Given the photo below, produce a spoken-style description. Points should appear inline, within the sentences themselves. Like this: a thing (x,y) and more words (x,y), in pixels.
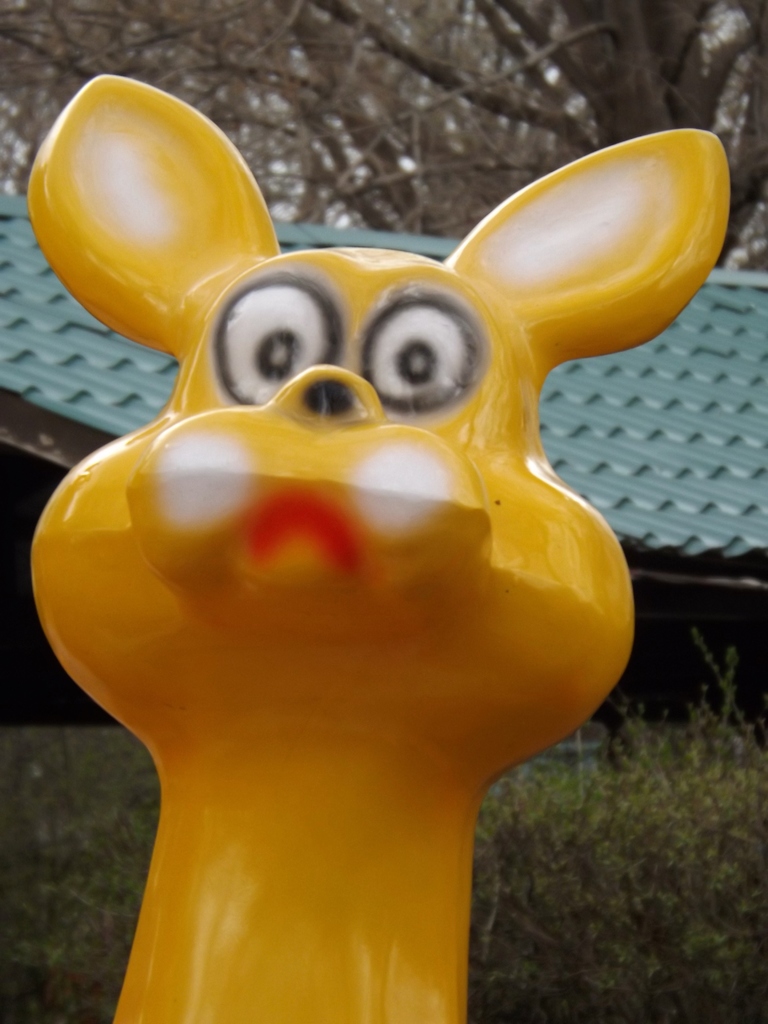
In the center of the image (484,613) we can see a toy (333,845) with a multi color. In the background (406,112), we can see trees (578,123), grass (500,789) and one green color roof (732,494).
